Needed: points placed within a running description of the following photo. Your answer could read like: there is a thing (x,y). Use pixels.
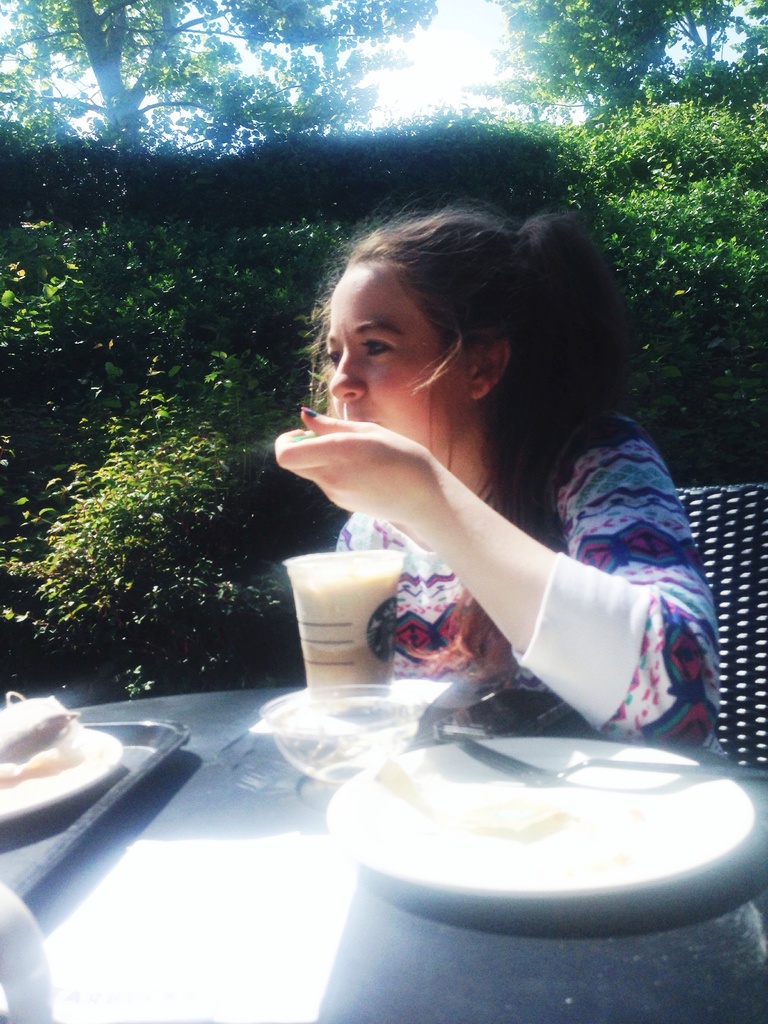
In this image we can see a woman (412,487) sitting on a chair (697,530) and holding an object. On the table (214,809) we can see plates (432,785) and a tray (58,816). In the background (135,299) we can see trees (699,97), plants (706,145) and sky (432,81).
